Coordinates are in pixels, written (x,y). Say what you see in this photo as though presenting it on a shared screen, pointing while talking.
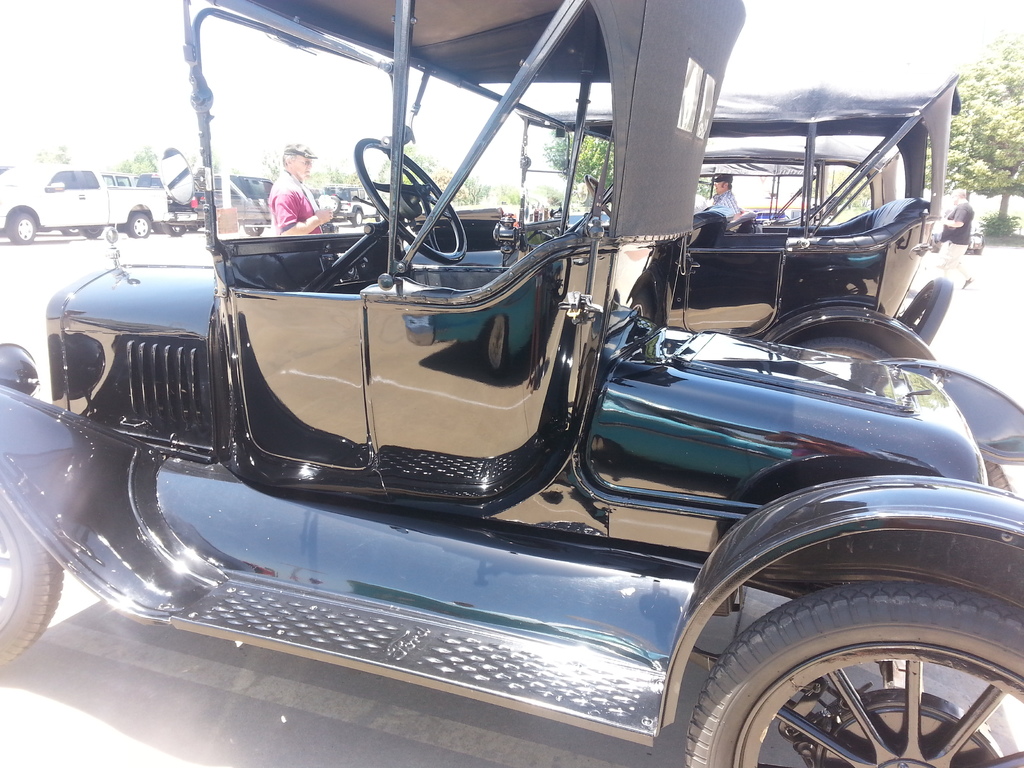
In this image there are few vehicles (675,350) parked and there is a person (285,227) standing on the road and another person (732,205) sitting in the vehicle (806,222). In the background (980,187) there are trees (994,184).
